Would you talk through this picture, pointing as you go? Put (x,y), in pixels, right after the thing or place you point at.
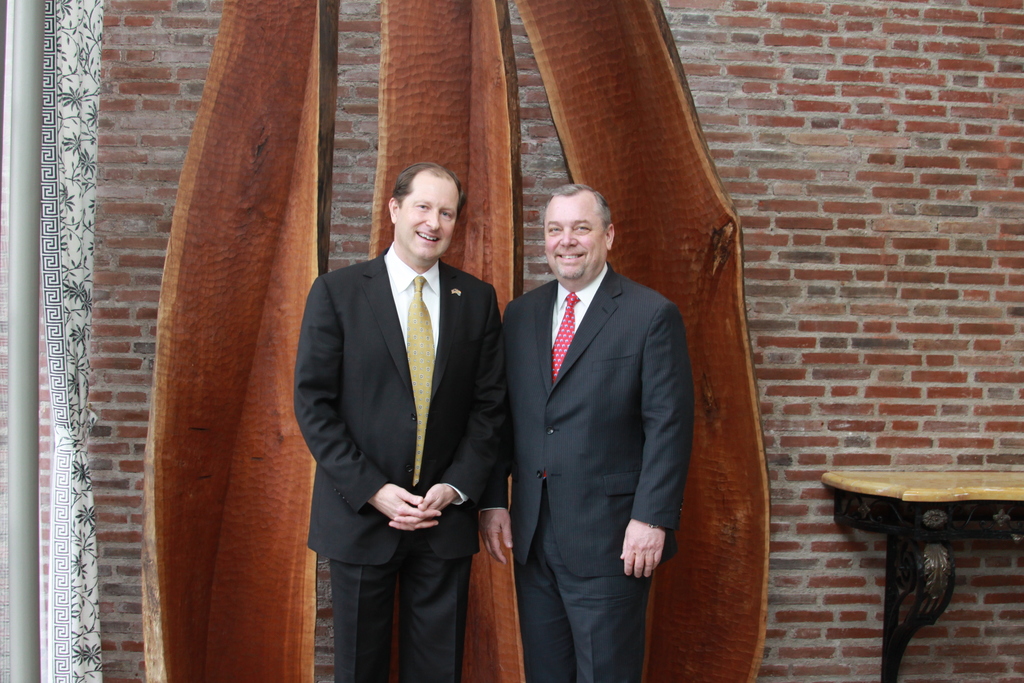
This picture seems to be clicked inside the room (93,320). In the center (429,304) we can see the two people (462,279) wearing suits (542,325), smiling and standing. In the right corner (892,485) we can see a table (892,532). In the background (714,66) we can see the brick wall (854,91) and the wooden objects (599,36).
